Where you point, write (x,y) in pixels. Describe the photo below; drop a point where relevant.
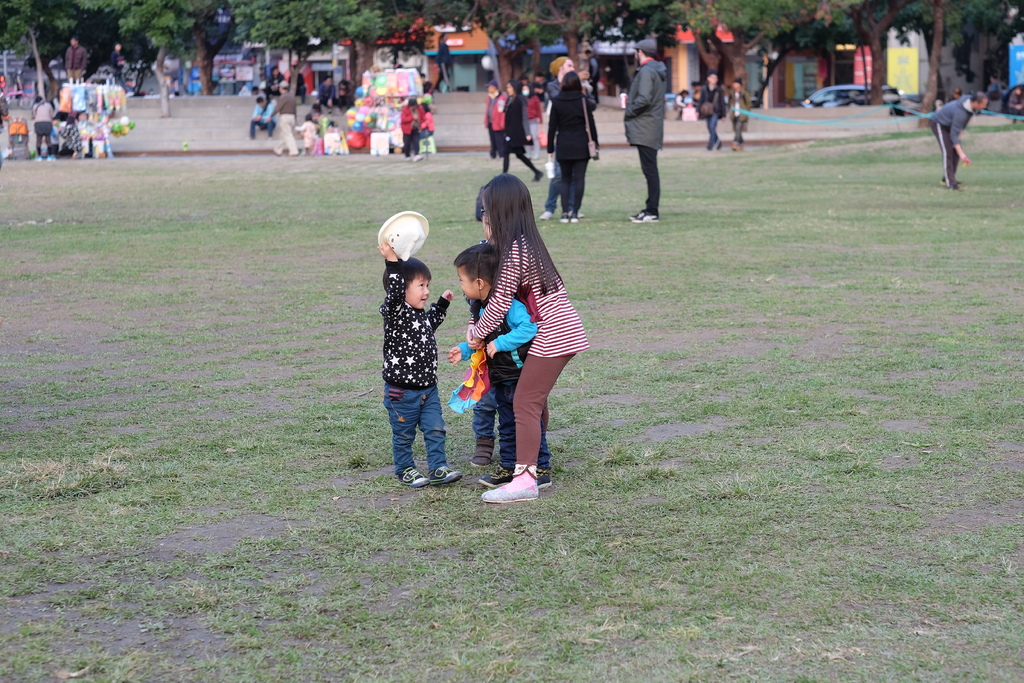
There are four kids (530,327) standing. This is the grass (594,584). I can see a boy (401,268) holding a hat (396,252). There are groups of people (582,123) standing and few people (705,118) walking. In the background (349,67), I can see the buildings (465,47) and the trees (253,34). Here is a vehicle (835,91).
